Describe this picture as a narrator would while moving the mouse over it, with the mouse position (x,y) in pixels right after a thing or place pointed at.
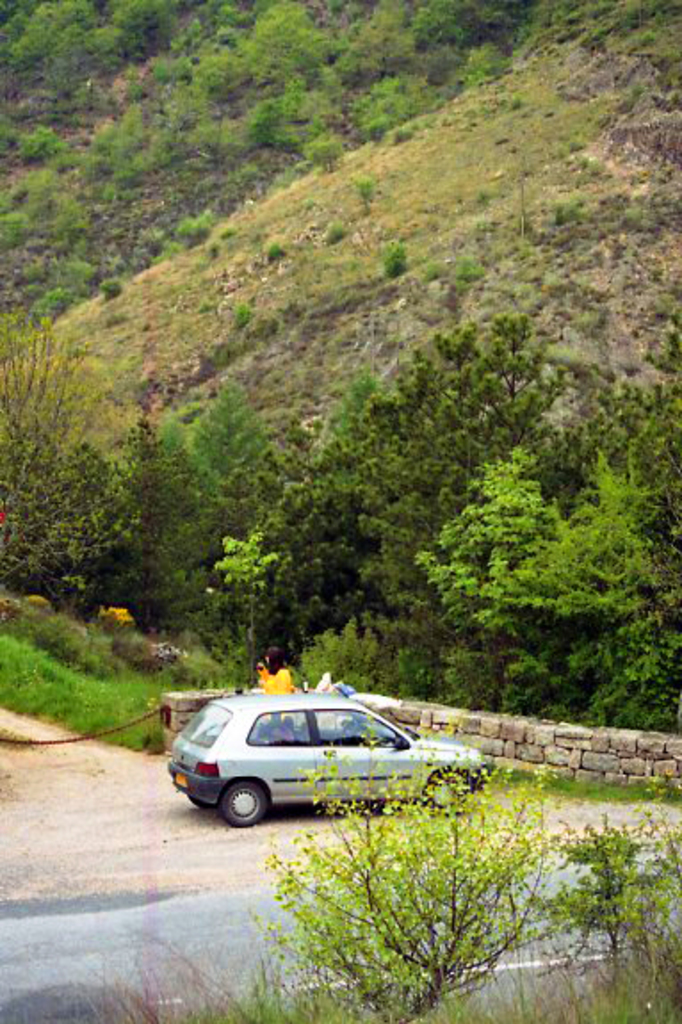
In this image we can see a car (288,752) on the road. We can see two people (266,667) beside the car (265,722). We can see the hill (491,279), grass (61,629) and the trees (471,494).
